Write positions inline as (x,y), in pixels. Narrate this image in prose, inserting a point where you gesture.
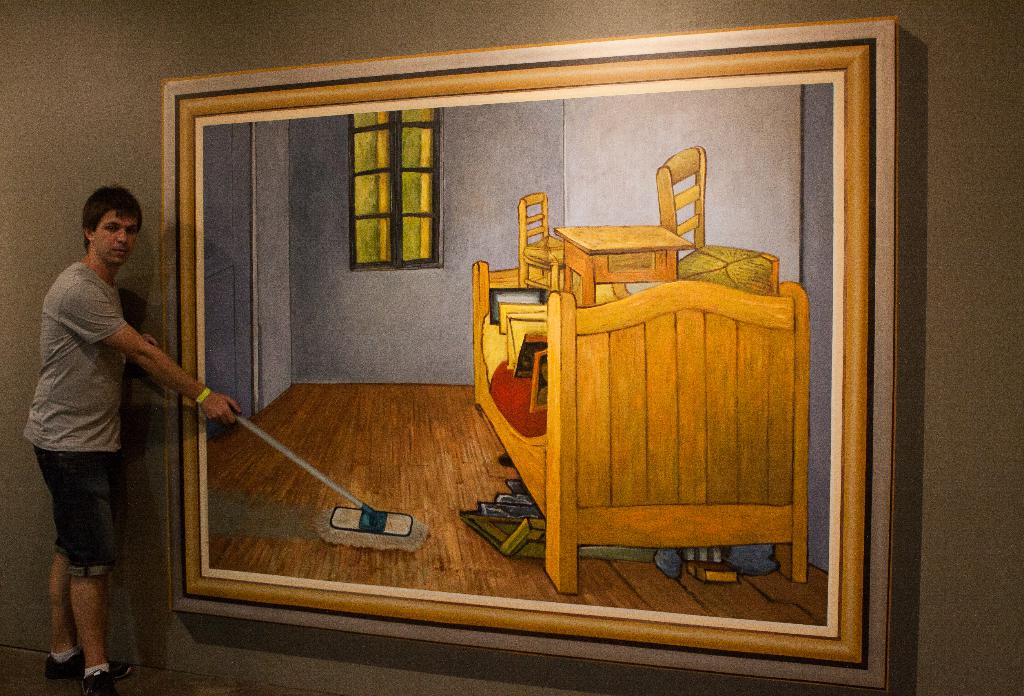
In this image in the front (434,389) there is a frame (577,611) which is on the wall (944,228) and on the left side (101,369) there is a man (52,406) standing. On the frame (529,450) there is a mop (387,521), there is a table (638,243), there are chairs (697,258) and there is a window (388,206) and there is a bed (497,388), under the bed (575,523) there are objects (510,518) which are green and red in colour and blue in colour.
